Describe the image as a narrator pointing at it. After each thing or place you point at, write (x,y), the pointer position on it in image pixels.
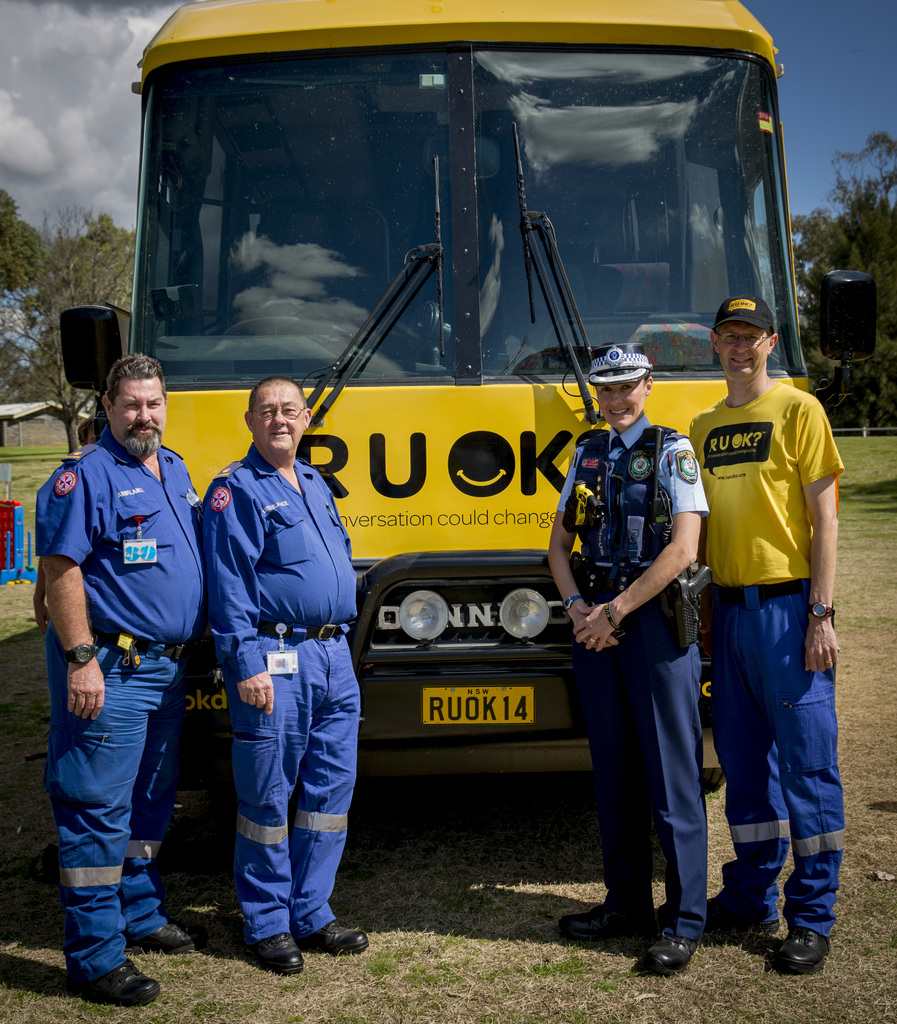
This picture is clicked outside. In the center (479,480) we can see a vehicle (480,509) and group of persons (315,506) smiling and standing on the ground (878,917) and we can see the grass (873,487), trees (886,198) and a house (32,440) and some other objects (19,553). In the background (62,112) we can see the sky (818,68) with the clouds (68,116).
